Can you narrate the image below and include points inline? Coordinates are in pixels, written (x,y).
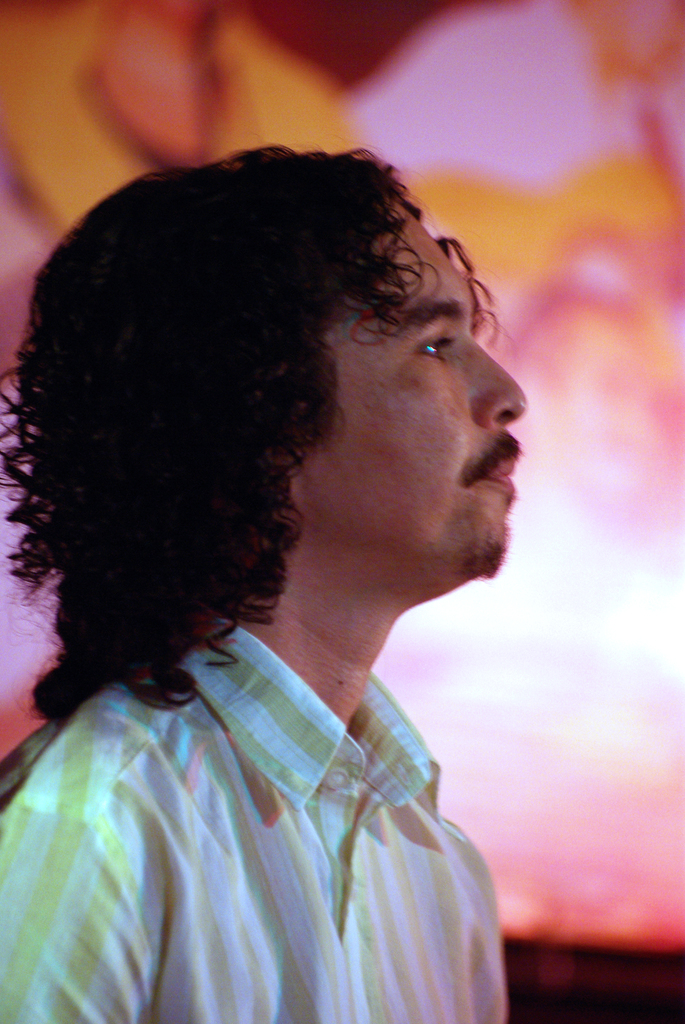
In this image, we can see a person (385,523) wearing clothes (384,743) on the blur background.
